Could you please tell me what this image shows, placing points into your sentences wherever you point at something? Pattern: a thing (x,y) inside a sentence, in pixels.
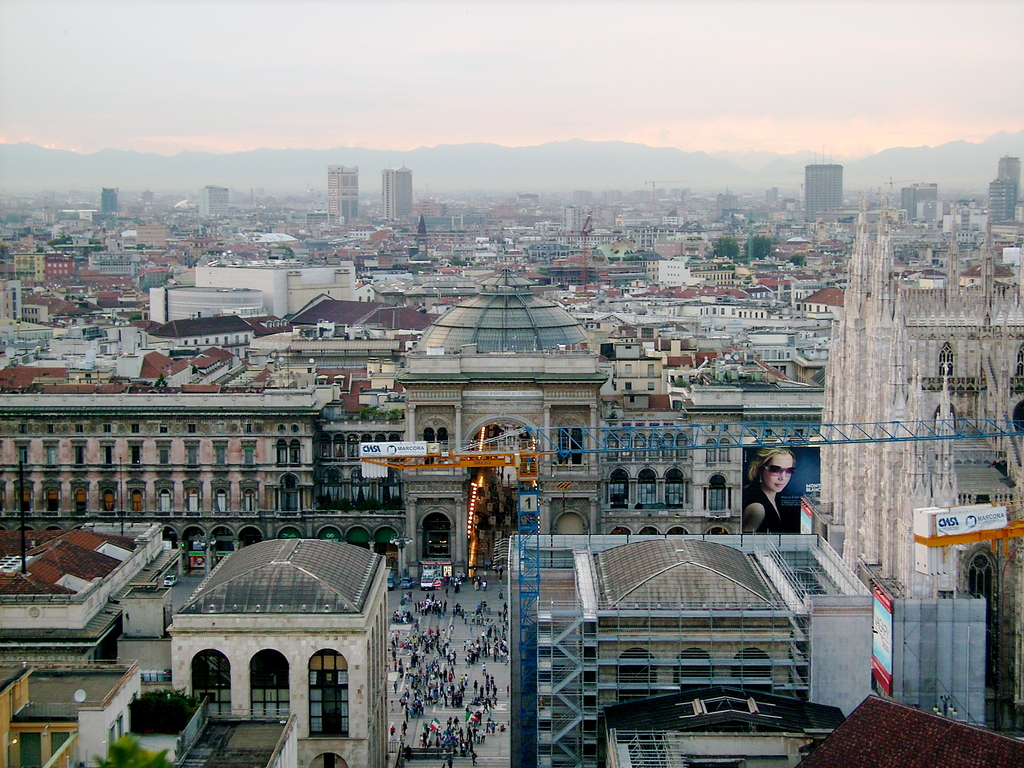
In this image I can see group of people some are standing and some are walking. Background (416,318) I can see few buildings (866,529), they are in brown, white, cream color and the sky (602,79) is in white color.
